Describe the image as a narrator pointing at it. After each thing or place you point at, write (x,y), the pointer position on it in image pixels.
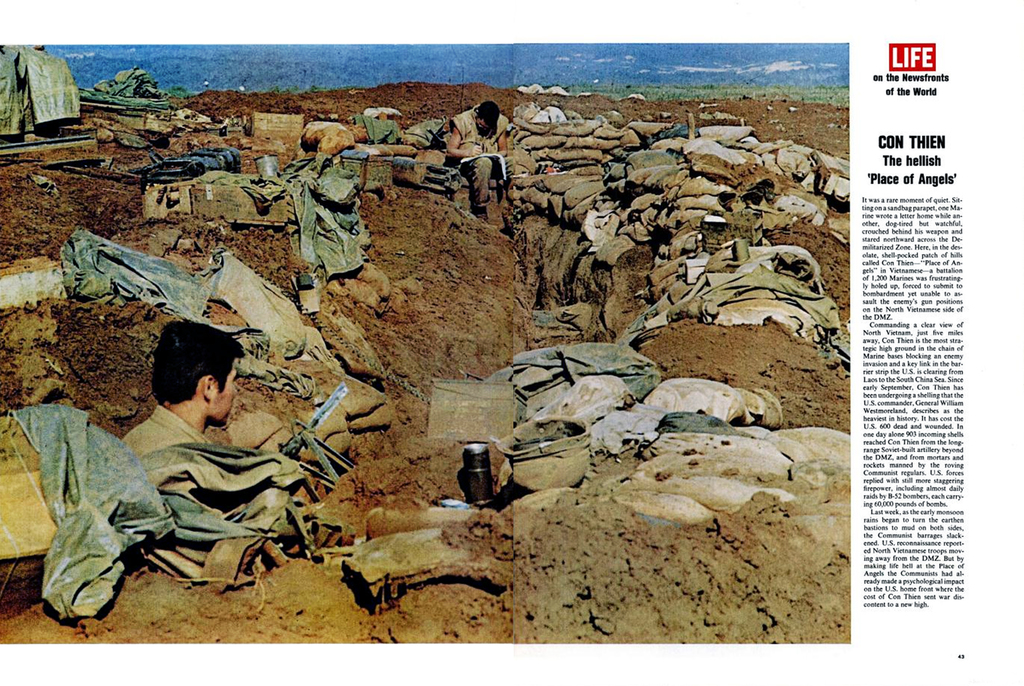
Here in this picture we can see a newspaper (581,38) present and in that we can see a picture (260,453) of person (192,414) sitting on the ground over there and we can see other clothes (322,252) present all over there and we can also see some text (867,218) beside it present over there.
